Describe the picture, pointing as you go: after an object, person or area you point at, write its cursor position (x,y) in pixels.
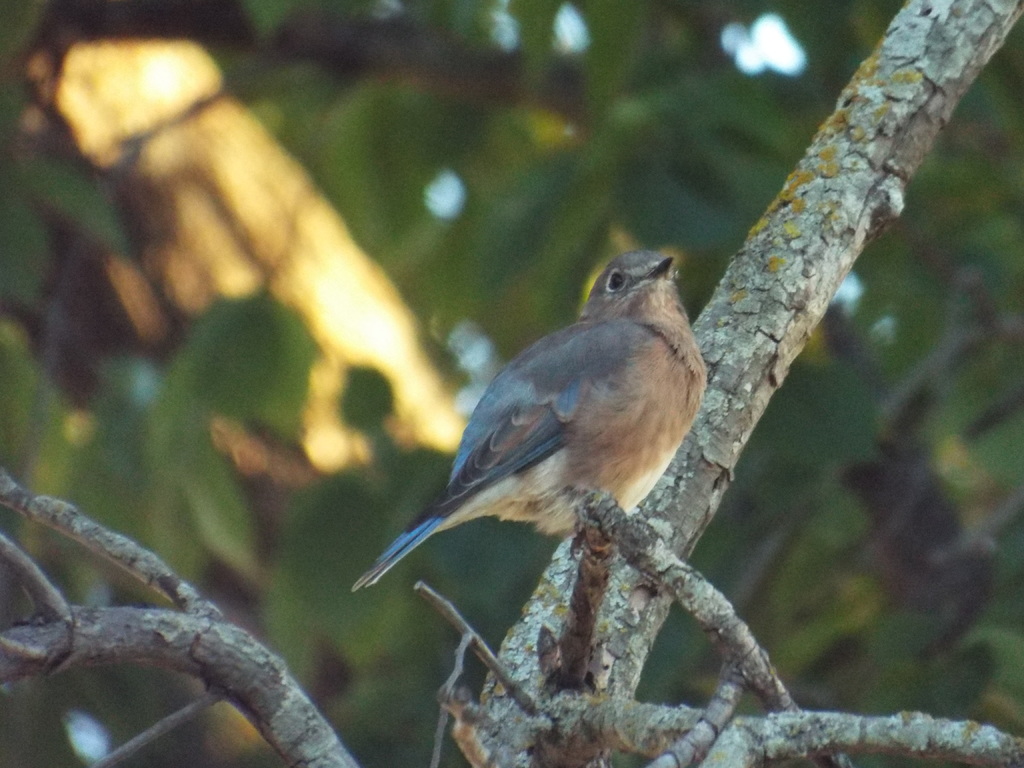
Here I can see a bird (623,412) on a stem (643,606). It is facing towards the right side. In the background (376,178) few leaves (732,107) are visible.
